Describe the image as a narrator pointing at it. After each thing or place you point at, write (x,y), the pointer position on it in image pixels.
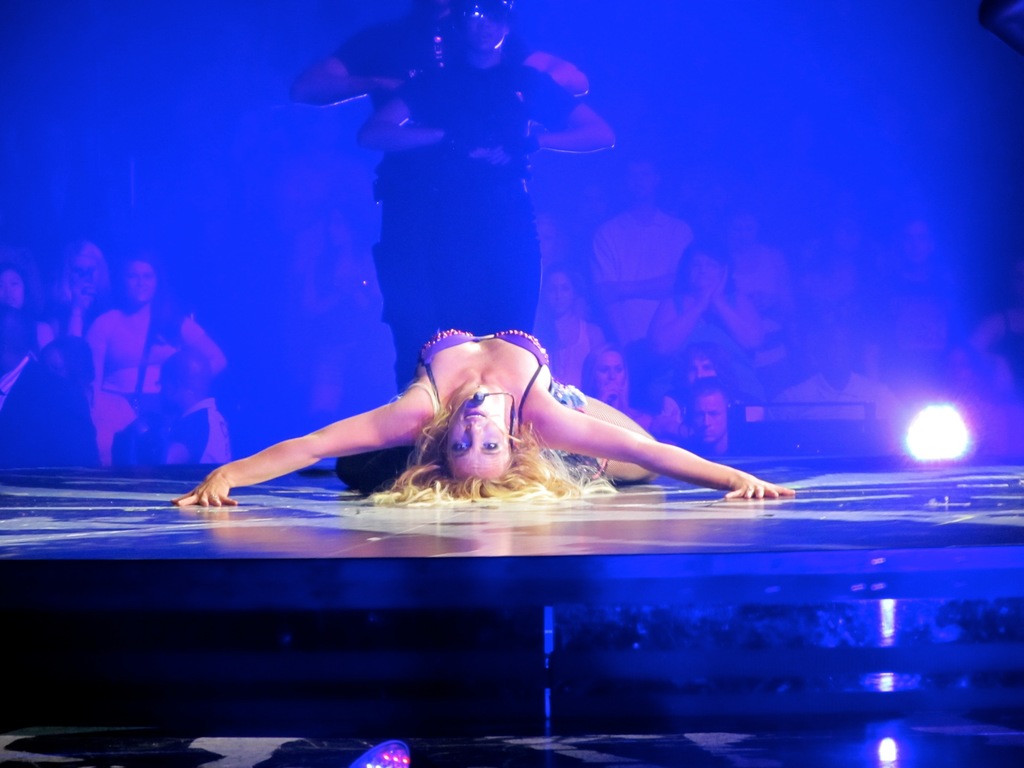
In the image in the center (421,511), we can see one stage (492,543). On the stage (375,542), we can see a few people (491,212) are performing. In the background (808,259) there is a wall (273,185), light (945,435) and few people (73,365) are sitting and watching them.
